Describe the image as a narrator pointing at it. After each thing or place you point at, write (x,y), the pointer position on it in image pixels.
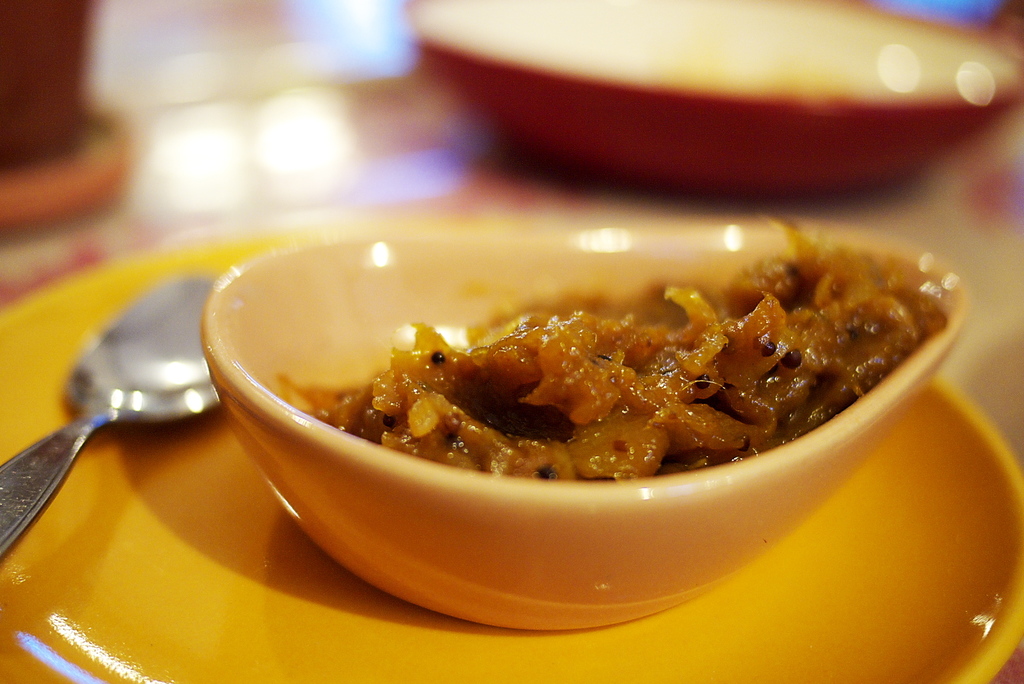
In this picture I can see a plate (665,616) and food (857,331) in the bowl (458,235) and I can see a spoon (165,336) on the plate (302,540) and it looks like a another bowl (519,107) in the back (598,123).
